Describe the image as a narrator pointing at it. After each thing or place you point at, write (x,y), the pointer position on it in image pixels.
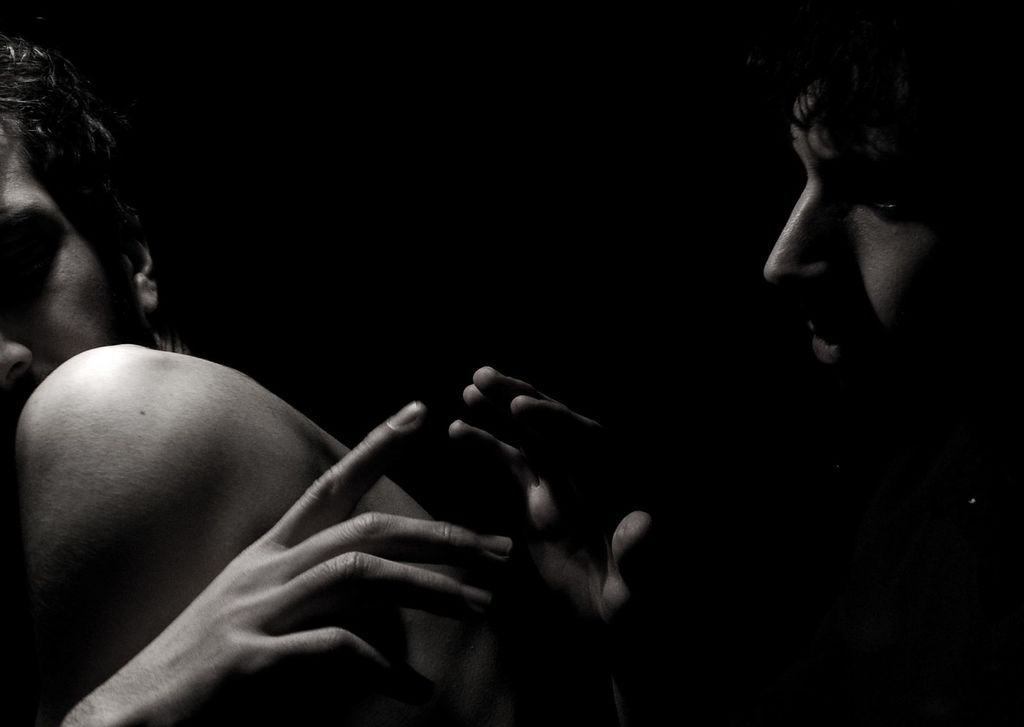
This is a black and white image, in this image there are two men (275,558).
